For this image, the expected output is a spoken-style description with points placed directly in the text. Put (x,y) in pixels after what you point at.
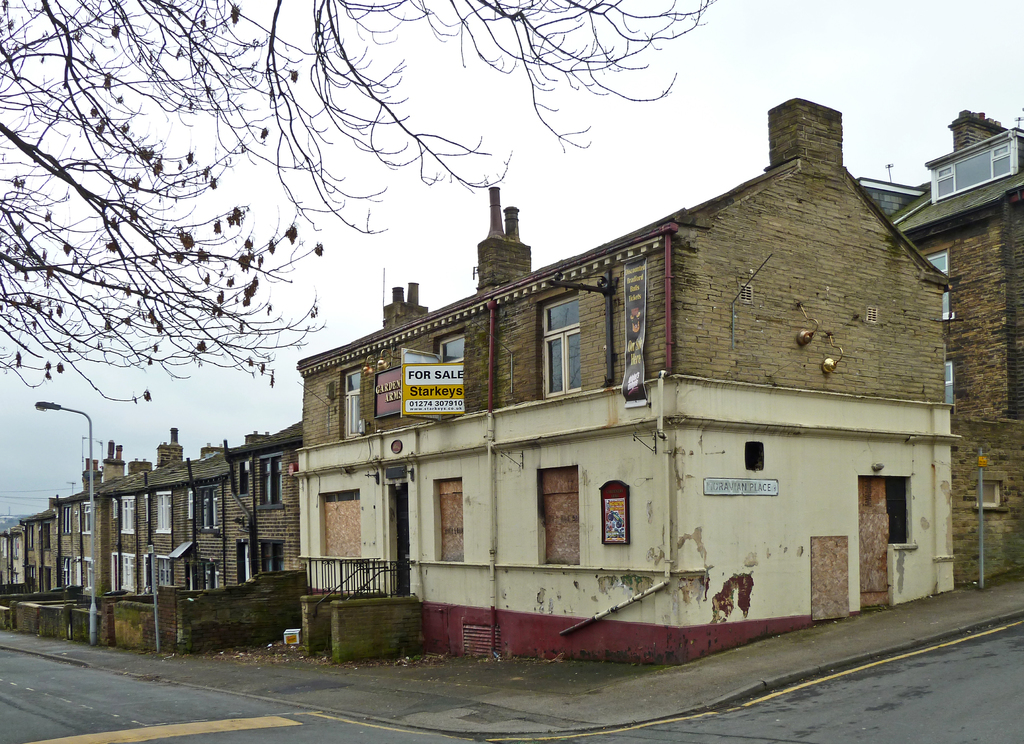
In this image there are buildings (624,472), in front of the buildings (802,463) there is a street light (91,452), trees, road (177,727) and in the background (519,108) there is the sky (884,45).
